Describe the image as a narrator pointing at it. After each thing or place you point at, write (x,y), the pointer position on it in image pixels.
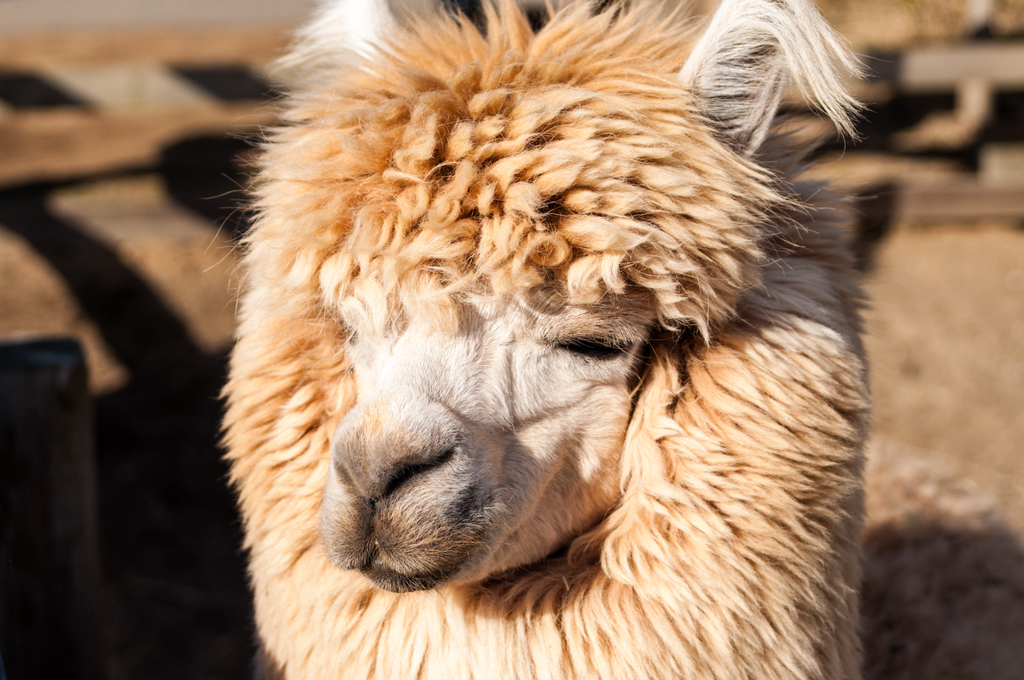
As we can see in the image there is a tan color alpaca (575,291) and a shadow (180,477).
